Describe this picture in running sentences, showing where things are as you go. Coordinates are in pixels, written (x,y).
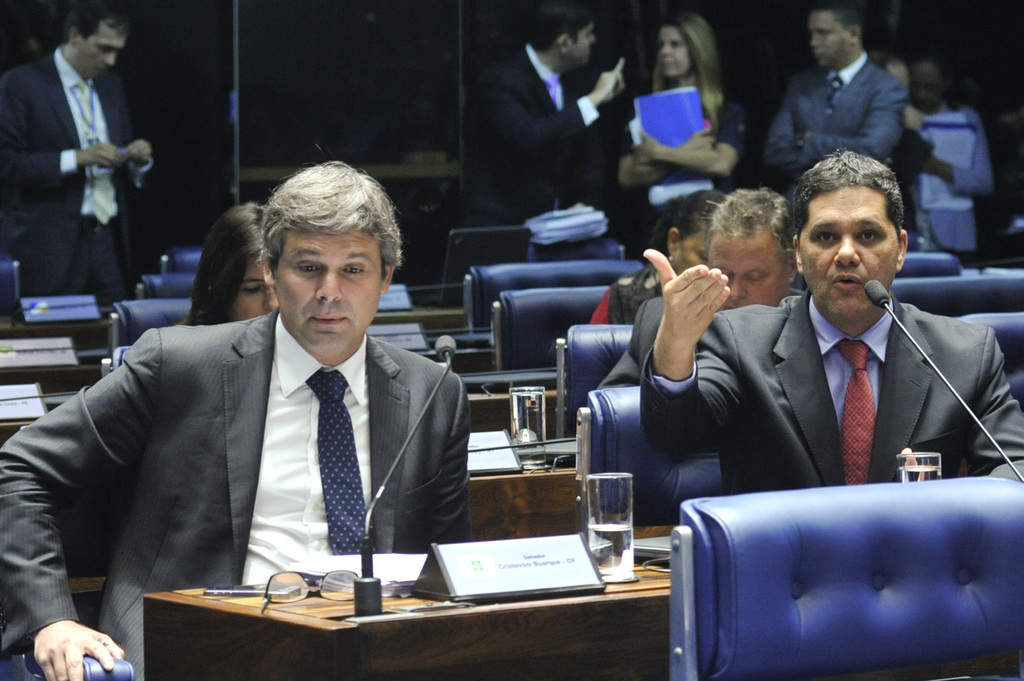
On the right hand side (836,322), there is a person (848,245) in suit (761,394), sitting and speaking. In front of him, there is a mic (878,291). There are two people (280,283) sitting right to him and other two (752,286) sitting back to him. In the background (878,63), group of people (877,71) standing, some of them are speaking. There are chairs (553,244) and some other items (594,211) in the background (550,260).
